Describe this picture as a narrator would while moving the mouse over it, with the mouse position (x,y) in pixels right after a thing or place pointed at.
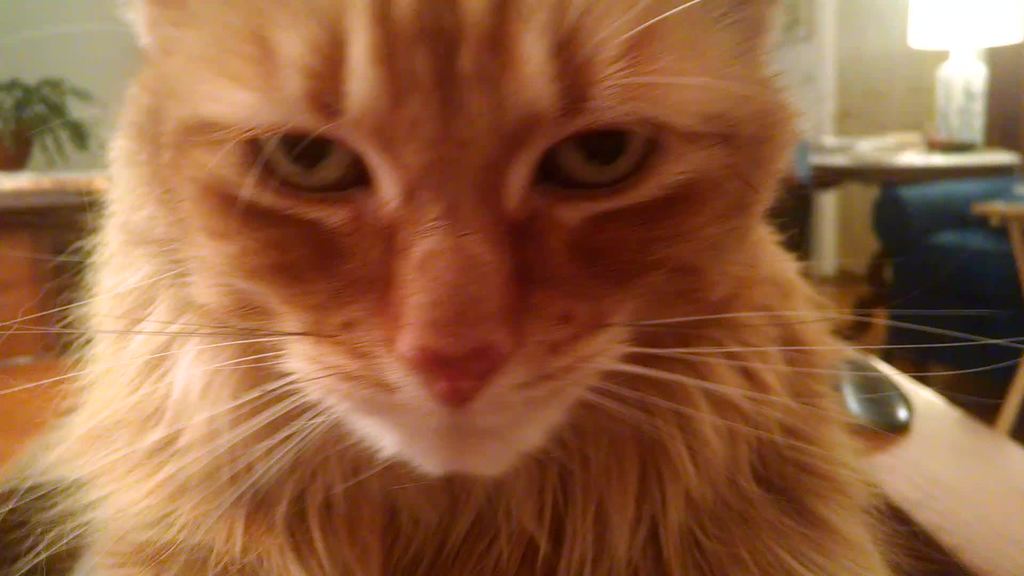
In this image we can see a cat (515,92), it is in brown color, at the back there is a lamp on the table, there is a flower pot (5,121), there is a wall (64,49).
